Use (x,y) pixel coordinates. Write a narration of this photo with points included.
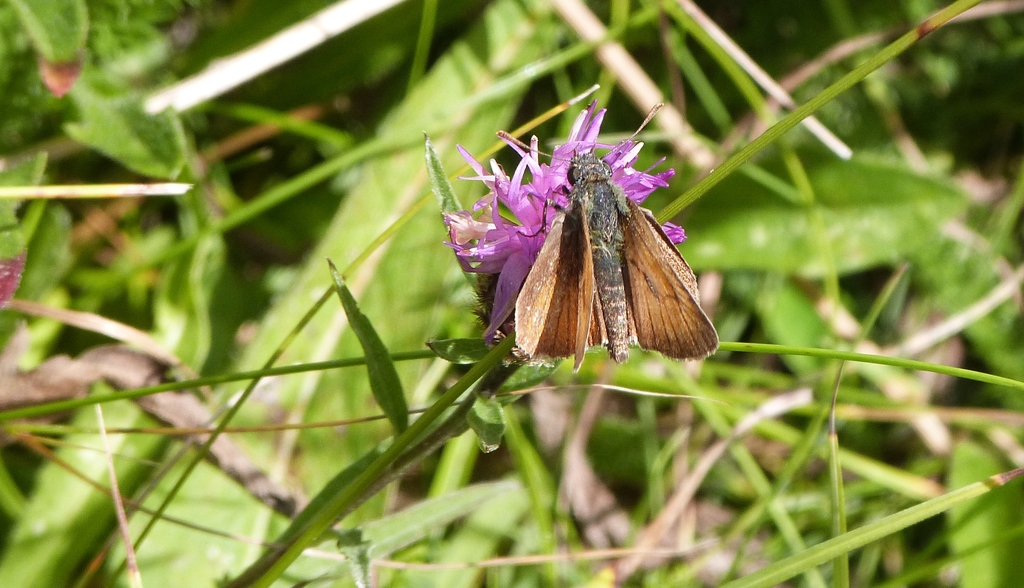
In the center of the image (605,276) we can see a butterfly (580,270) on the flower (495,204). At the bottom (423,550) there is grass (337,480). In the background (118,109) there are plants (339,99).
